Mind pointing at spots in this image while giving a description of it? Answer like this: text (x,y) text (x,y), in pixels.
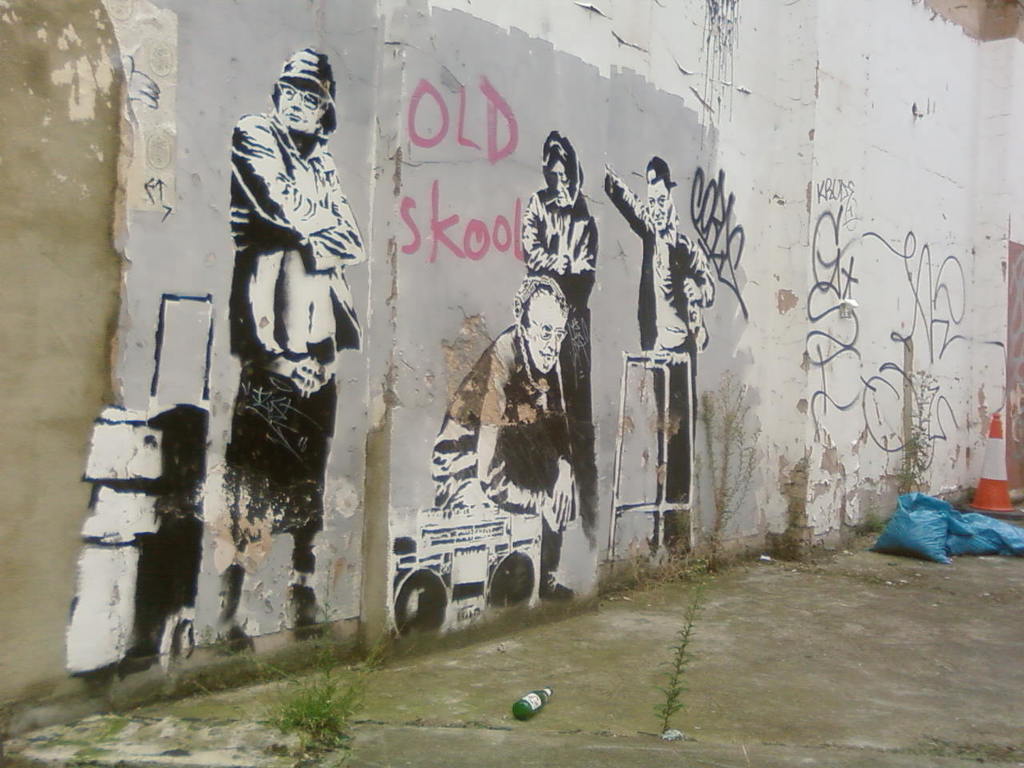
In this image I can see the ground (778,632), a bottle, few plastic bags (910,514) and a traffic pole (998,435). I can see a huge wall (835,207) and some painting (663,232) of few persons (532,323) on the wall (445,334).
